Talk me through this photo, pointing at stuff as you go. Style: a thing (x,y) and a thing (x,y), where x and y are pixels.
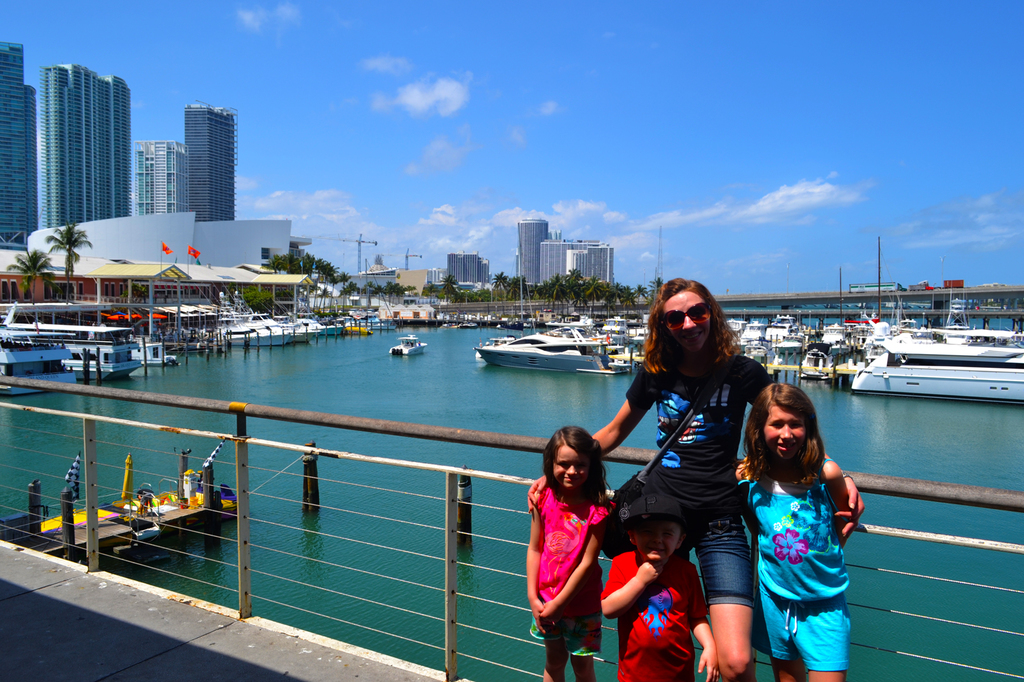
On the right side (791,488), there is a woman (695,284) and three children (778,534) standing on a platform (363,675). Beside them, there is fence (513,436). In the background (406,445), there are boats (918,358) on the water (459,380), there are trees (573,274) and buildings (552,248) on the ground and there are clouds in the blue sky (343,96).
